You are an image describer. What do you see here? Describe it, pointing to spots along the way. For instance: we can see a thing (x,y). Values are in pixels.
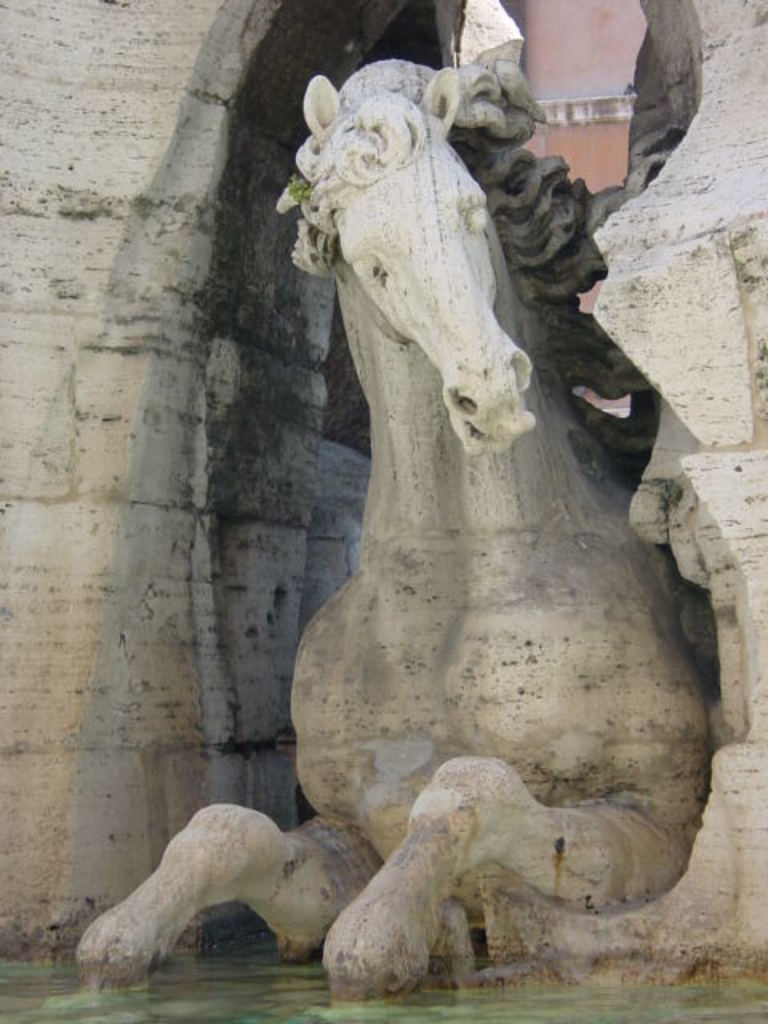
There is a horse sculpture (416,732) and there is water (339,1020) at the front (682,1016).
